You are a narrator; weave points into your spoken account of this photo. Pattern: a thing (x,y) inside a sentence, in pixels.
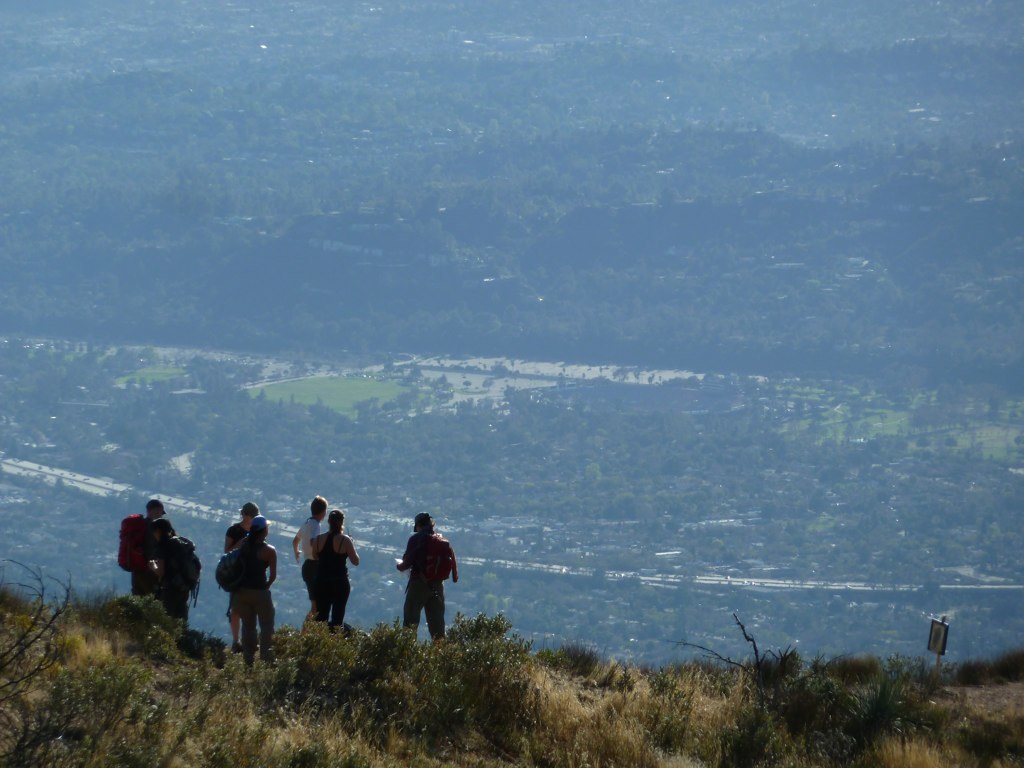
In this image, we can see a group of people (148,574) are standing. Here we can see few plants (788,689) and grass (1018,738). Background (39,551) there are so many trees (583,322).
